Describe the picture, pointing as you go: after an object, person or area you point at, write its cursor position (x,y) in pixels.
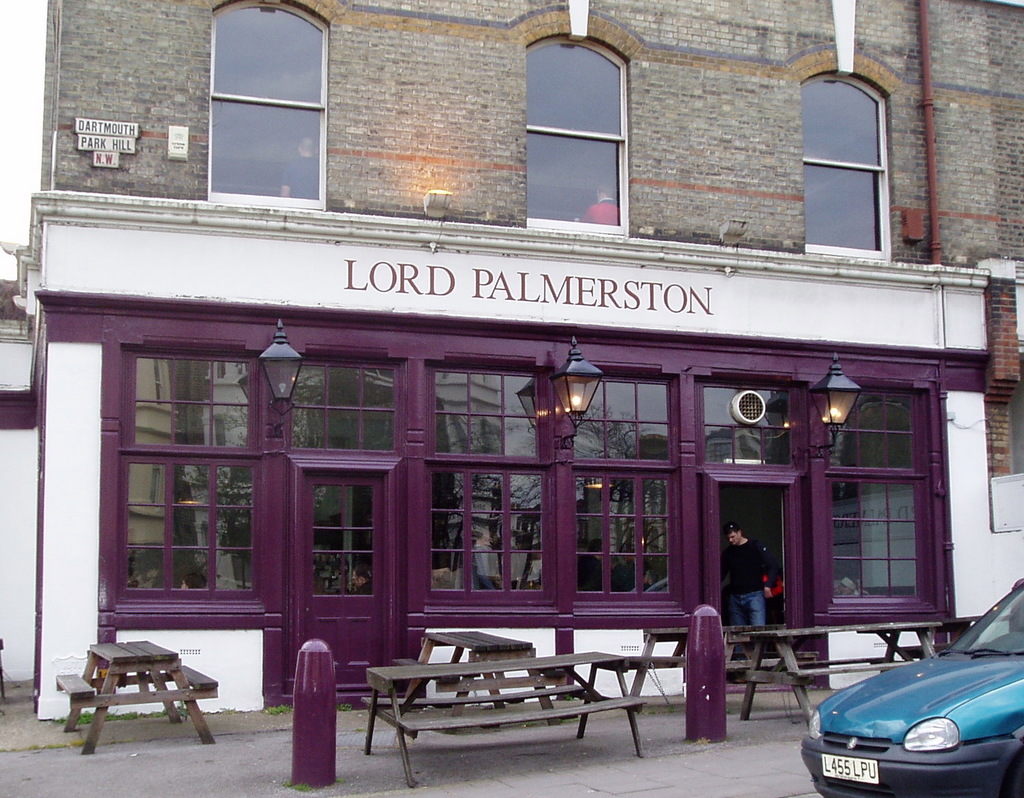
In this image I can see a person (767,546), a car (917,668), few benches (580,707), few lights (287,372) and a building (465,214).
